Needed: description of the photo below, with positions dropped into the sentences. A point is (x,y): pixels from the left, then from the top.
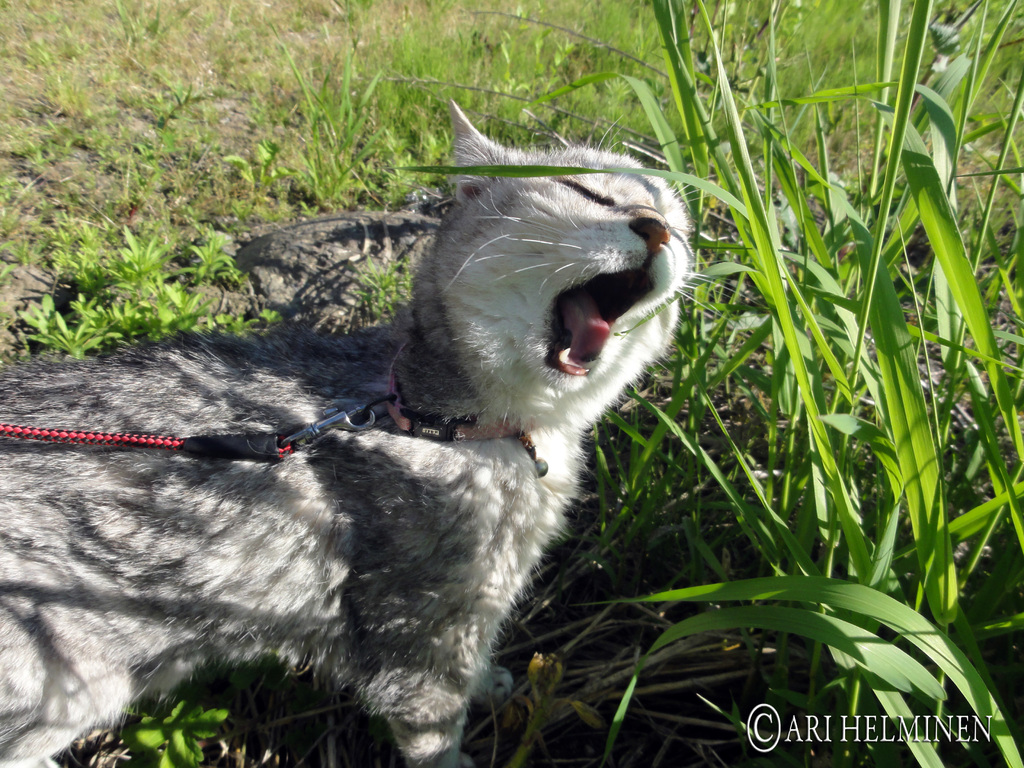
In the picture I can see an animal (461,391) is standing on the ground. The animal (337,528) is tied with an object (335,427). In the background (266,211) I can see plants (874,239) and the grass (872,156). On the bottom right corner of the image (829,743) I can see a watermark (778,737).
